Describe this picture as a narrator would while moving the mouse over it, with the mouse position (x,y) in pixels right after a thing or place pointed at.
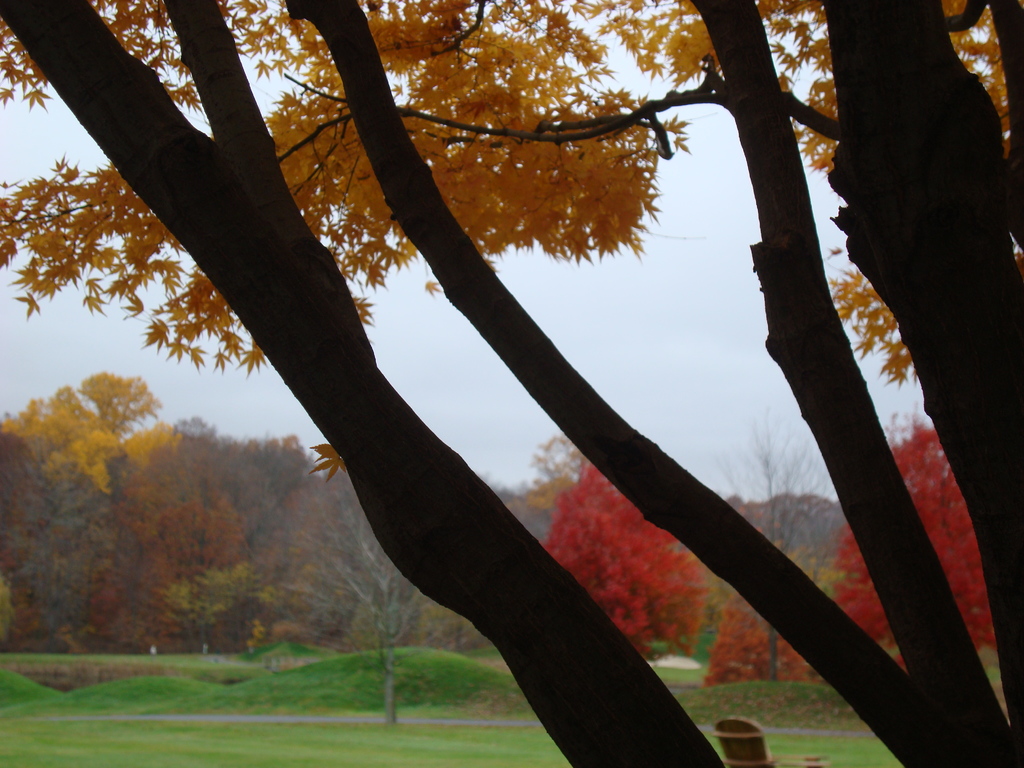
In the picture I can see trees (542,453) and the grass (350,686). In the background (513,276) I can see the sky (445,350).
